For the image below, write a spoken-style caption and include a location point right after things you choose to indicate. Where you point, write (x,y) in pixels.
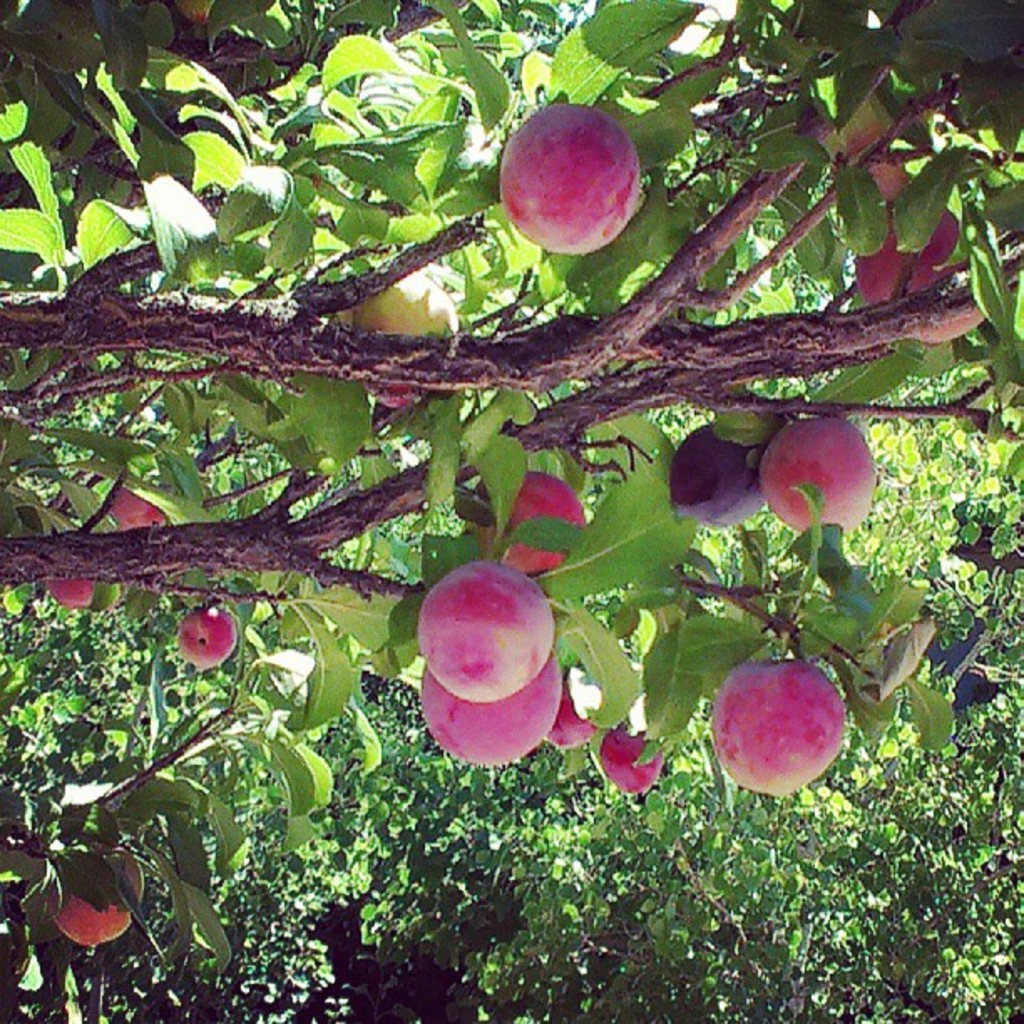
In this image I can see a tree (329,675) which is green and brown in color and to it I can see few fruits (636,197) which are pink and red in color.
